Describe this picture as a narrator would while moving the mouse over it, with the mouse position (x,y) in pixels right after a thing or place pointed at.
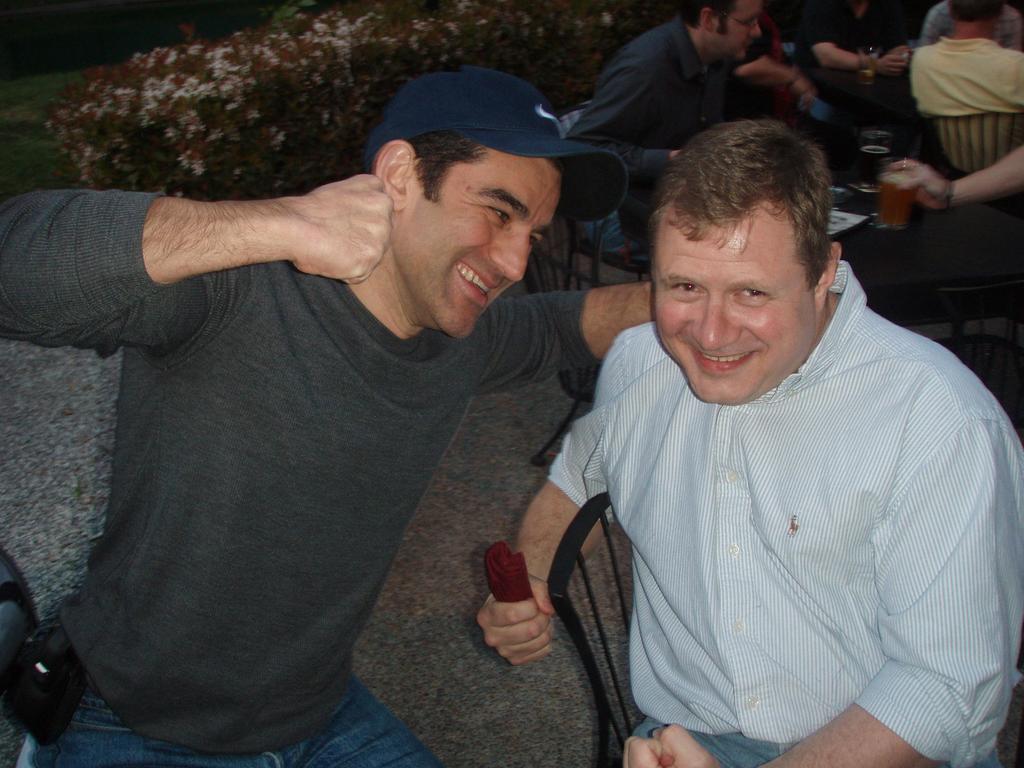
In this image I can see the group of people (636,162) with different color dresses (400,363). I can see one person (427,142) wearing the cap (432,120). In-front of few people (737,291) I can see the table (869,269). On the table (877,245) I can see the glasses (882,159) with drink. I can see one person (928,176) holding the glass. In the background (300,153) I can see some plants (310,68).
